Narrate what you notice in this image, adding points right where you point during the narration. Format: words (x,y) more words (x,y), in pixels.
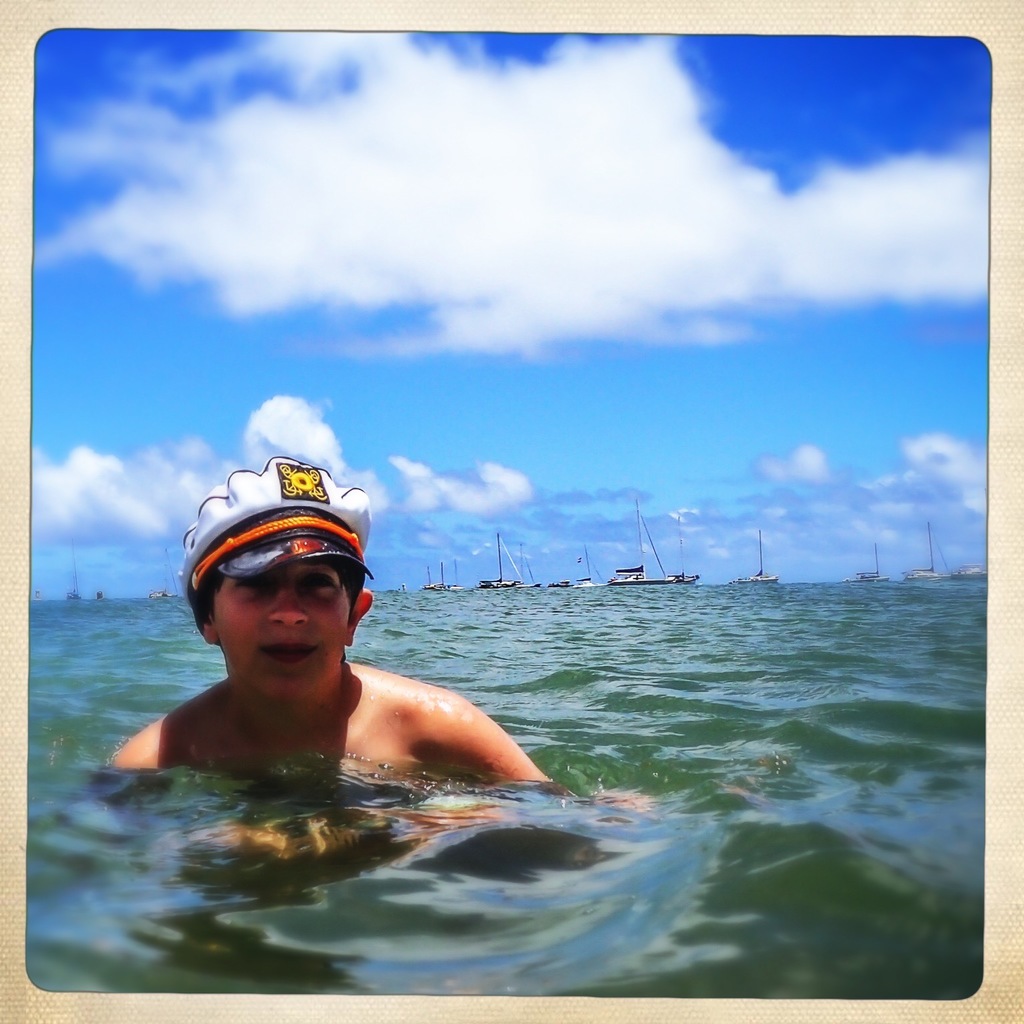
In this image we can see a person (276,687) wearing cap (262,570) is in the water (318,784). In the background (589,565) there are boats (516,568) on the water (818,646). Also there is sky (572,263) with clouds (644,275).
